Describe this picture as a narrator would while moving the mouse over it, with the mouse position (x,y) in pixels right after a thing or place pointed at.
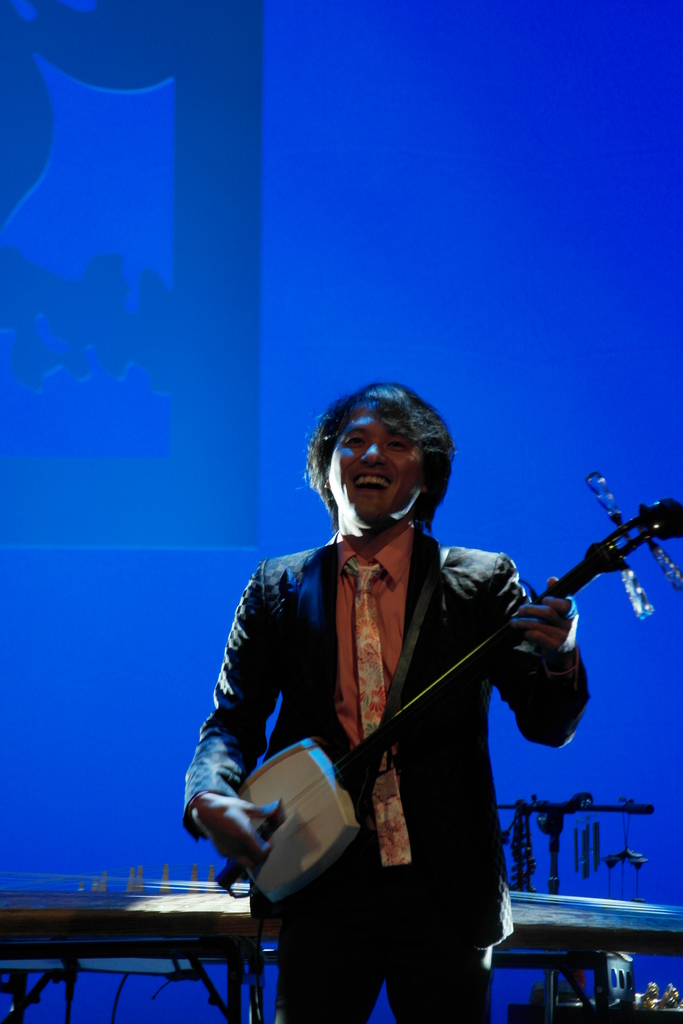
In this picture there is a man (362,725) standing and smiling holding a musical instrument (309,764) in his hand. In the background (250,515) there is a screen (197,431) which is blue in colour and in front of the screen (156,868) there is a table (273,955).
